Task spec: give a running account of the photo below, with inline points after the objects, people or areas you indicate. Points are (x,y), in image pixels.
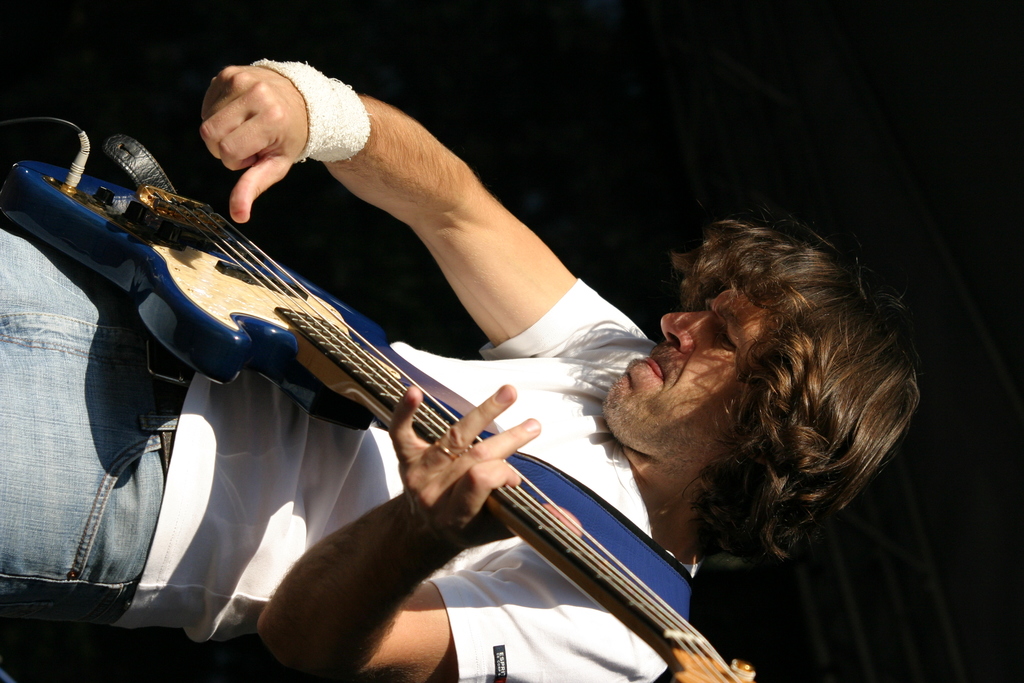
In this image I can see a person (394,470) wearing white t shirt (256,447) and blue jeans (84,435) is standing and holding a guitar (228,321) which is blue and cream in color. I can see the black colored background (964,235).
